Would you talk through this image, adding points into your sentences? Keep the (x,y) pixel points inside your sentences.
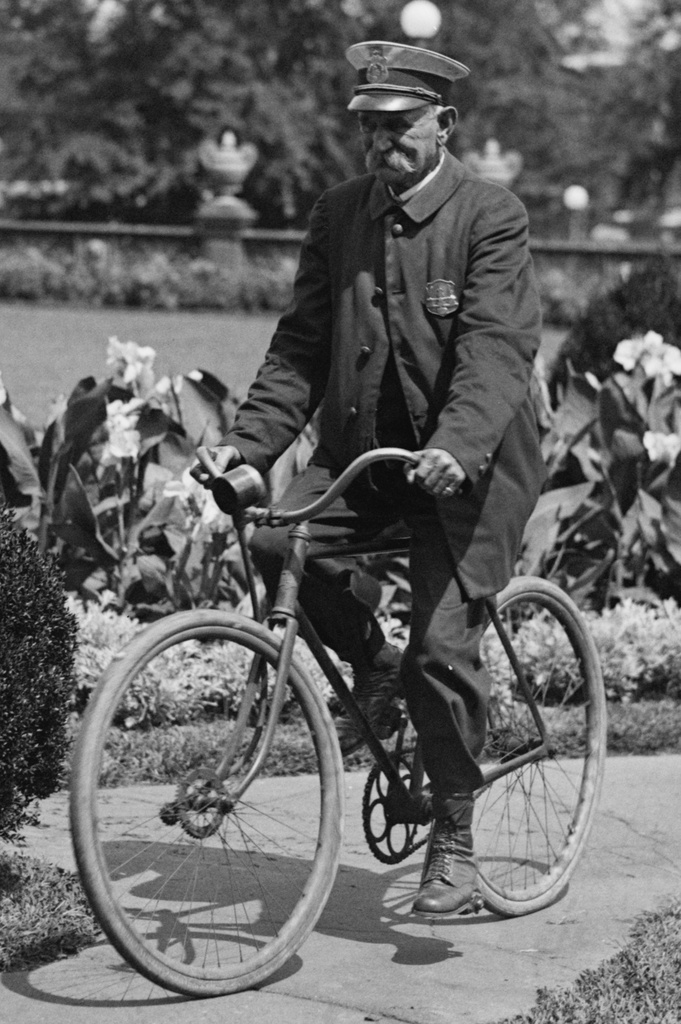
This picture is taken outside which is in black and white. A man (415,472) is riding on a bicycle (273,517), he is wearing a jacket (439,365), trousers (429,618), shoes (461,863) and a hat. Besides him there are some plants (633,367). In the background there is a wall (135,229) and a pillar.
